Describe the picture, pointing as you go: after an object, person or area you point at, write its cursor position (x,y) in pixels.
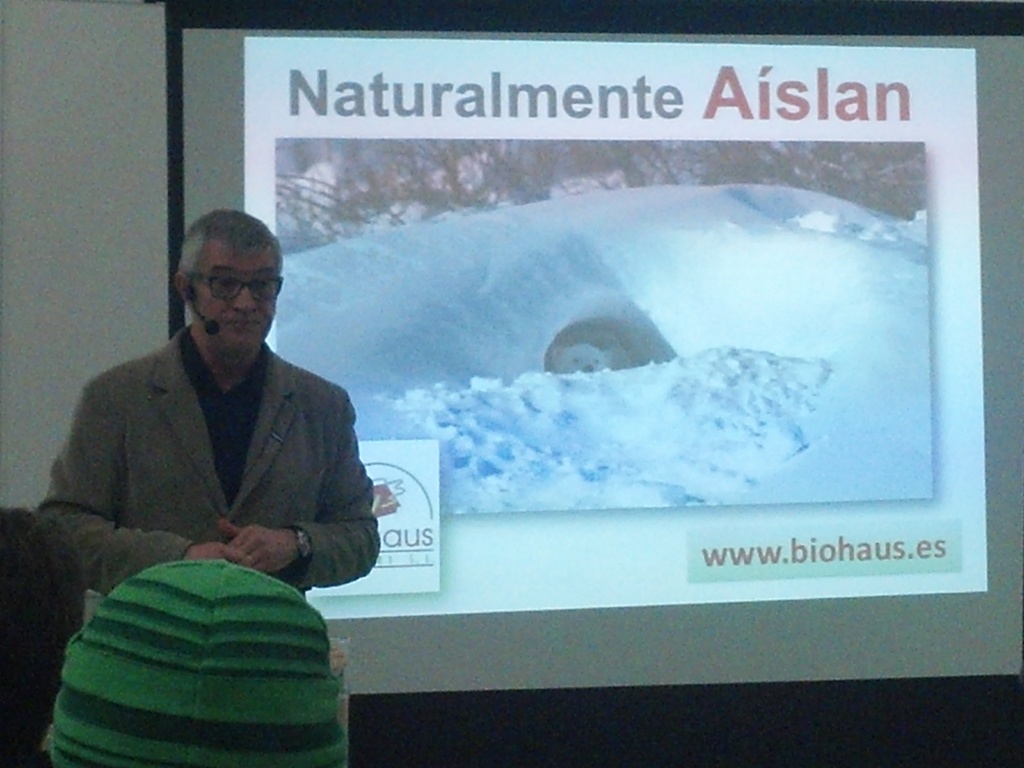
As we can see in the image there is a wall (40,160), screen (844,110) and a man (172,495) standing over here.
